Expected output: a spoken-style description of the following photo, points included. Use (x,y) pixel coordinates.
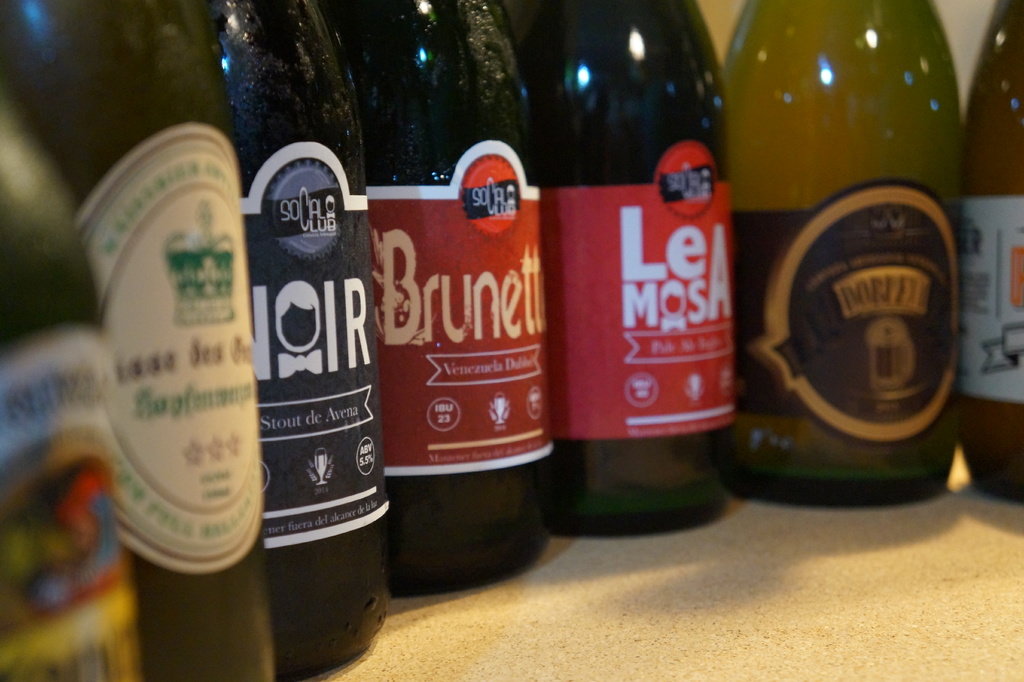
In the image we can see there are many bottles (638,366) of different colors and we can see the labels (533,345) on the bottles (388,370).
